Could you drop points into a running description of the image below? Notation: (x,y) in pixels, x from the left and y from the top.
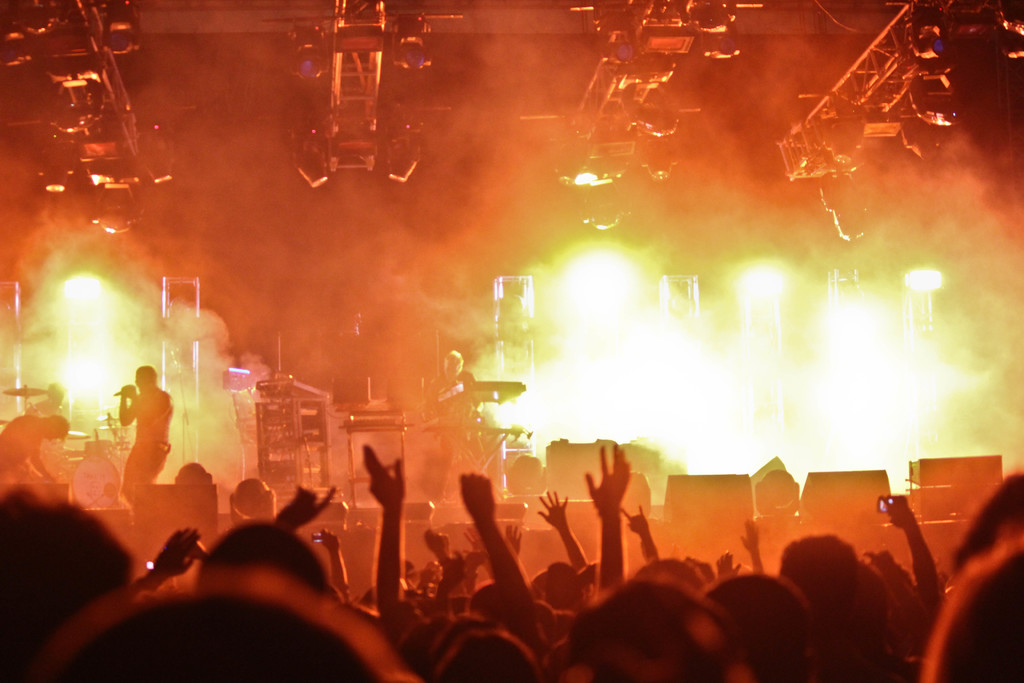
There is a person (167,393) holding a mic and singing on the stage (163,465) on which, there are other persons (433,408) who are playing musical instruments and there are speakers (678,487), lights (624,270) arranged. Above them, there is roof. In front of them, there are other persons (339,573), some of them are stretching their hands (385,523) up.
